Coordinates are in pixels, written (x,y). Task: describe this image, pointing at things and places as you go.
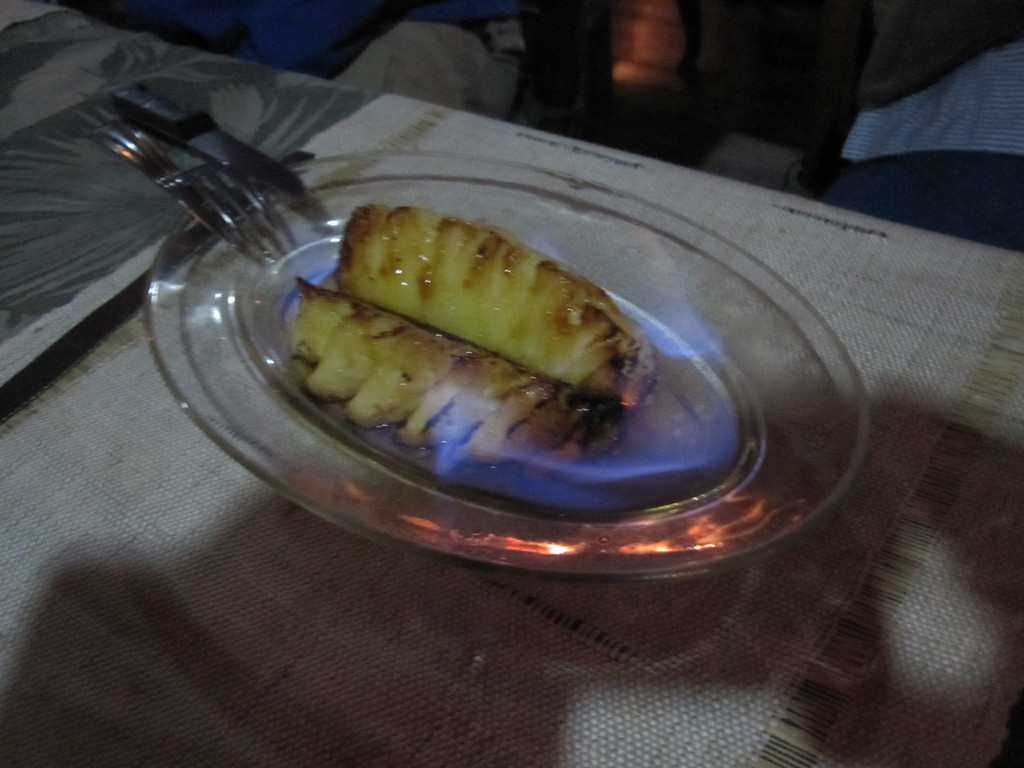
On the table (32,1) we can see the plate (349,200), fork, knife (223,155), mat (314,683) and food item (552,359) on this plate (717,375). At the top (581,42) we can see chair (524,34) near to the wall (640,36). In the top right corner (1011,233) there is a person (876,165) who is sitting near to the table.
